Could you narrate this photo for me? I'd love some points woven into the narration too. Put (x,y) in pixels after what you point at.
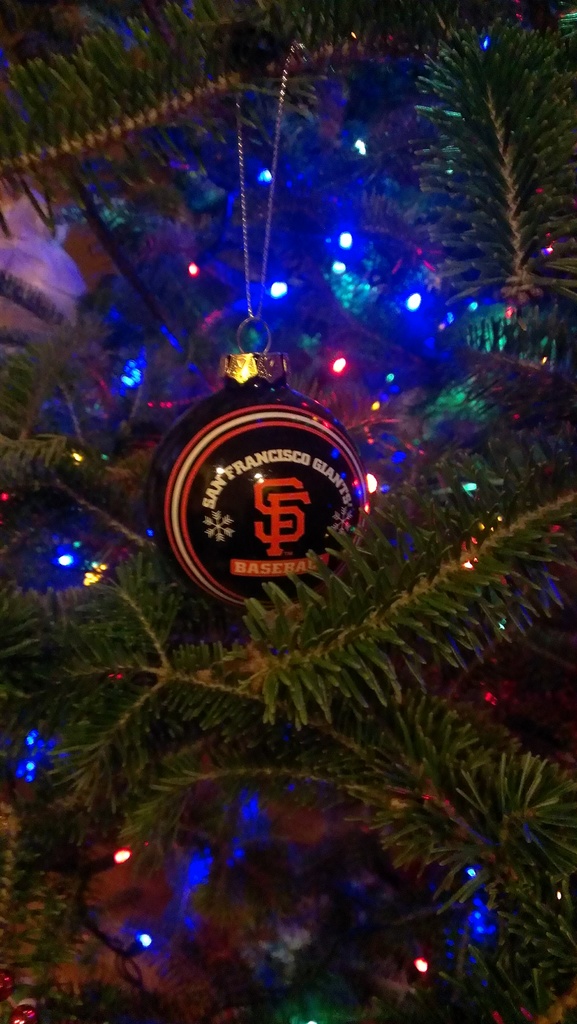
In the image we can see a Christmas tree (225,739), on it there is a decorative ball (245,445) and lights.
